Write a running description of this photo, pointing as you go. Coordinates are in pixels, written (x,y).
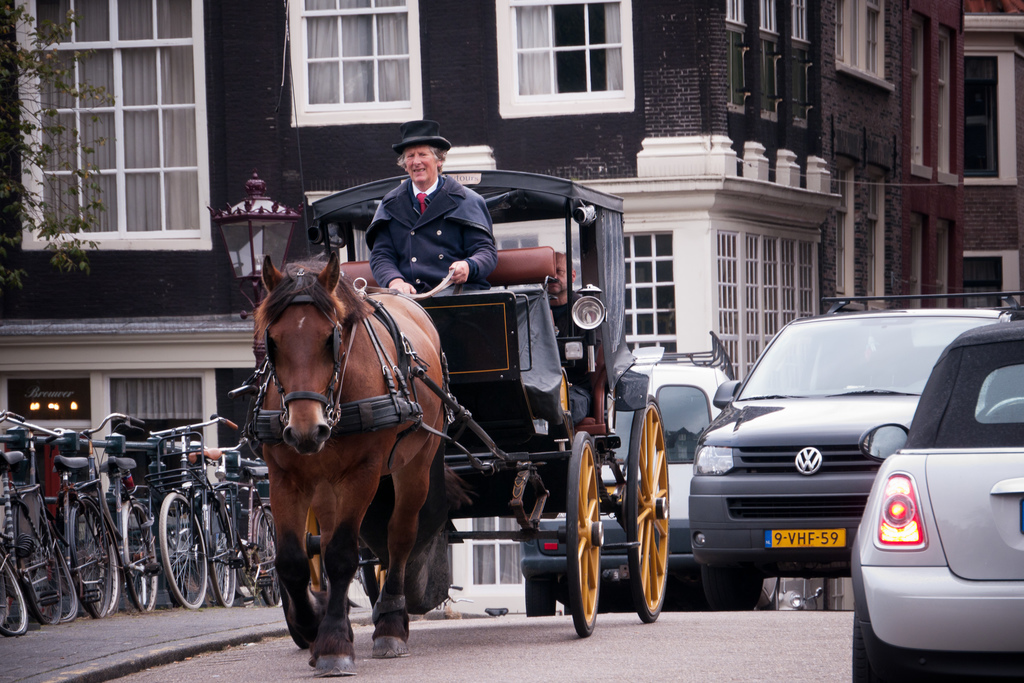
In the center of the image (473,274) we can see a man (480,253) is sitting and riding a horse cart (457,312). On the right side of the image (780,436) we can see some vehicles (855,454). On the left side of the image (175,500) we can see some bicycles (191,496). In the background of the image (269,216) we can see buildings (647,111), windows (11,389), wall (84,362), trees (80,260), lights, door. At the bottom of the image (633,638) there is a road (648,634).
